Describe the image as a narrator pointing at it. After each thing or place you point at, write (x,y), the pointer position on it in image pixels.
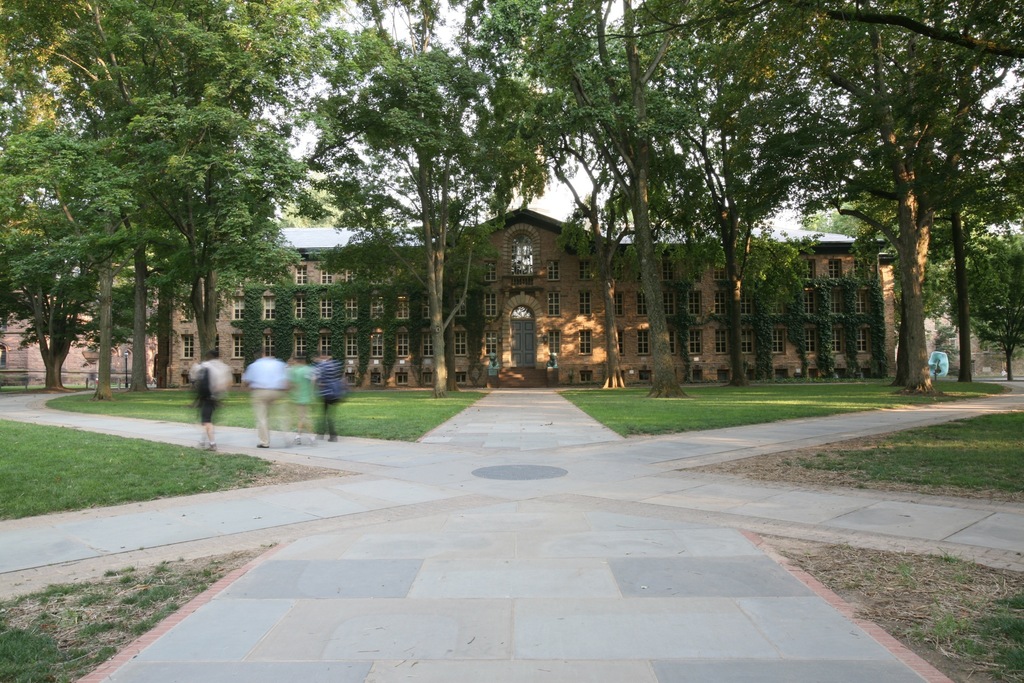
In this picture we can see people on the ground (383,537), here we can see grass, trees (514,19), building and some objects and we can see sky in the background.
